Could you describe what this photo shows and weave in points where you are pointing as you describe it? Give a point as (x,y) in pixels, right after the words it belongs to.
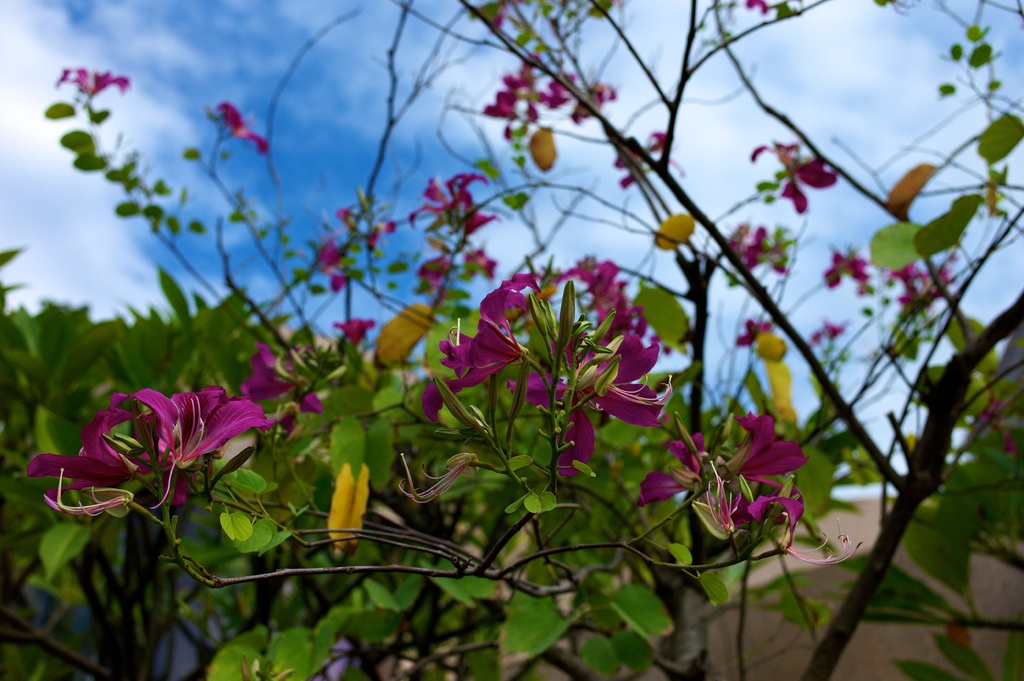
In this image we can see group of flowers (174,459) and leaves (496,475) on branches (916,456) of a tree (588,574). In the background (299,416), we can see a group of trees (295,561), a wall (774,573) and the sky (71,235).
